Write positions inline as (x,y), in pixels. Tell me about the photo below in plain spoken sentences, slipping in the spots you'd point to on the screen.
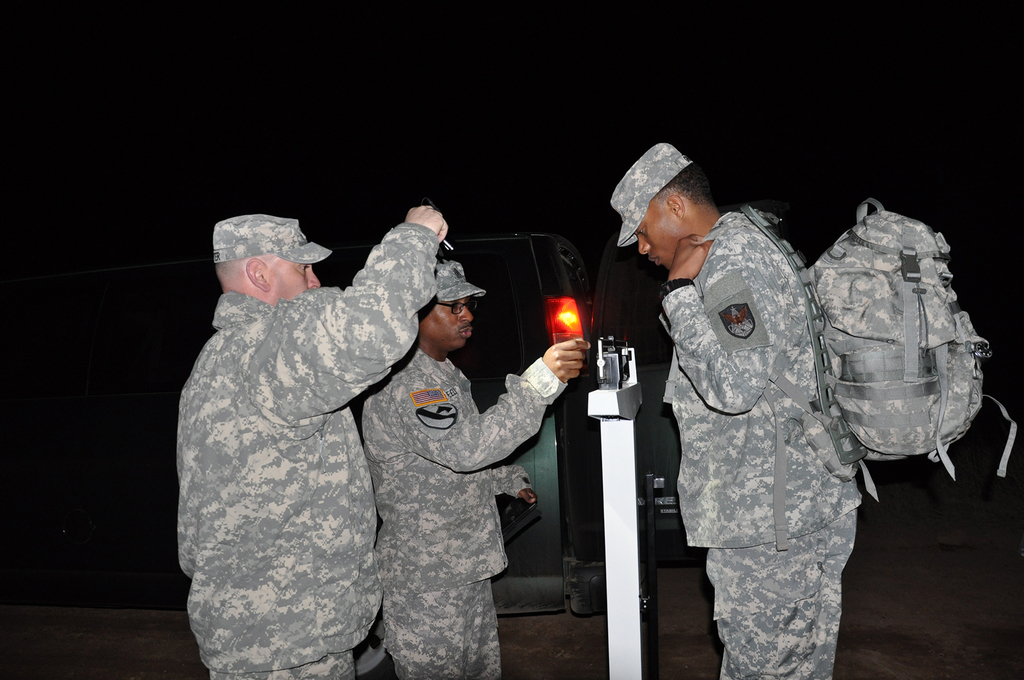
This 3 persons (324,364) are standing. This 3 persons (745,422) wore military dress (757,318) and cap (644,180). This person (795,548) is carrying a bag (838,328). Far there is a vehicle (570,339).
